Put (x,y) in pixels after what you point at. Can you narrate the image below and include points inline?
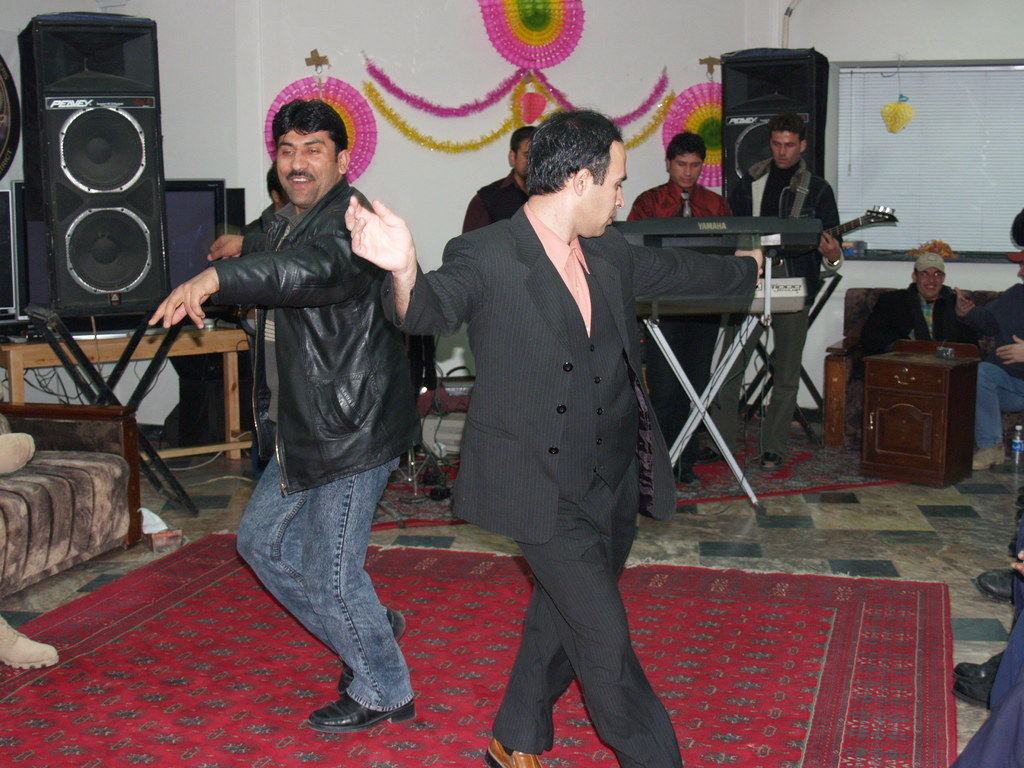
In this picture I can observe two men (415,291) dancing on the floor (87,596). Behind them I can observe speakers (82,66) and some people (642,203) playing musical instruments (737,242). In the background (649,171) I can observe wall (331,38).
